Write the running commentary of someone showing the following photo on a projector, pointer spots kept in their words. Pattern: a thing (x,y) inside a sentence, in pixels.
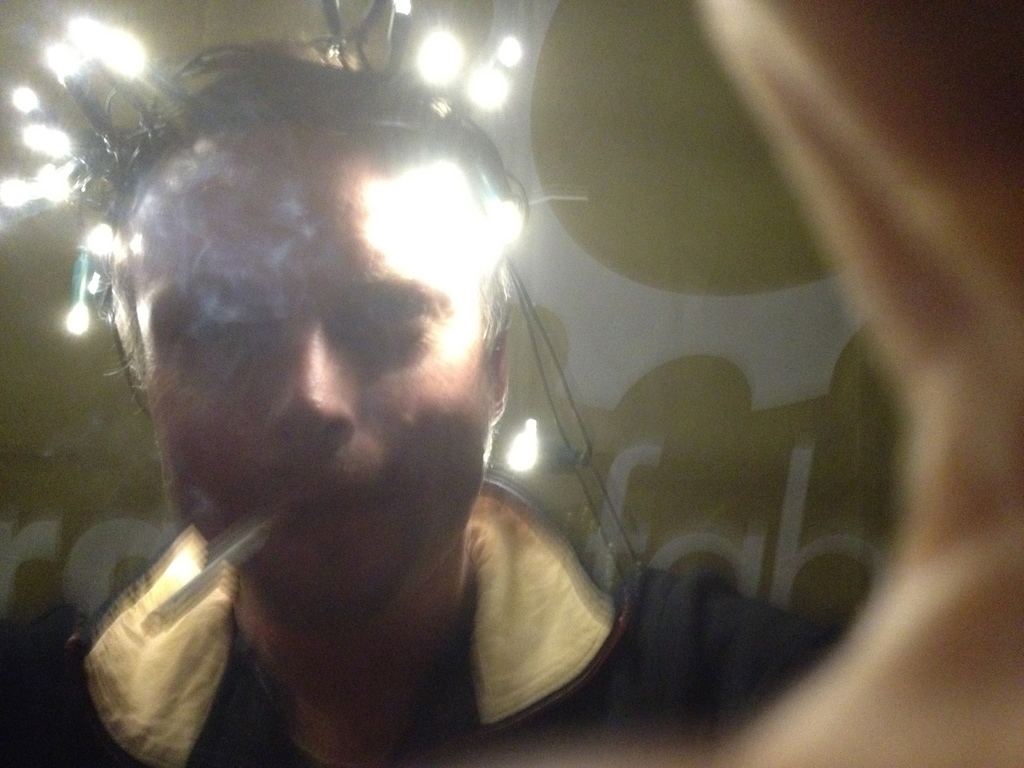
In this image there is a man (349,499) in the middle (410,419) who is having a cigar (231,564) in his mouth (309,533). At the top of his head (241,129) there are lights (59,144). In the background (707,385) there is a wall (720,323) on which there is some design (731,509) and some text (748,570).
